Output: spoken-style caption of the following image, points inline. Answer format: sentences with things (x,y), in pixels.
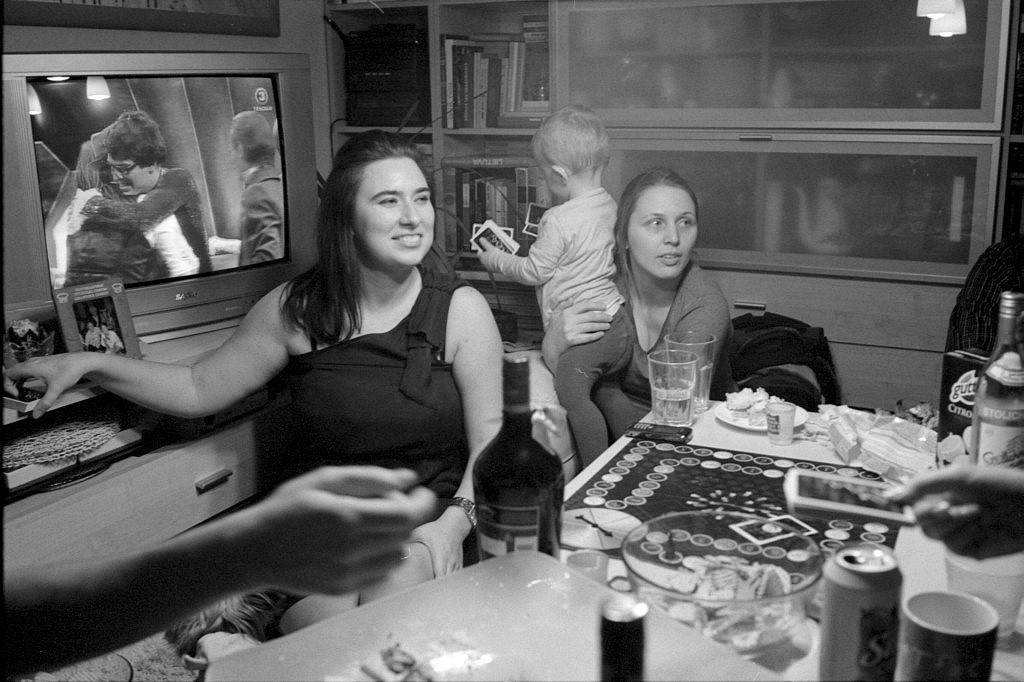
This is a black and white picture. Here we can see two persons (405,426) are sitting on the chairs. This is table (785,447). On the table (767,451) there are bottles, glasses (666,349), cups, and plates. Here we can see a screen (185,175) and this is frame (102,341). On the background (806,161) there is a cupboard (844,140) and these are the books (497,217).
